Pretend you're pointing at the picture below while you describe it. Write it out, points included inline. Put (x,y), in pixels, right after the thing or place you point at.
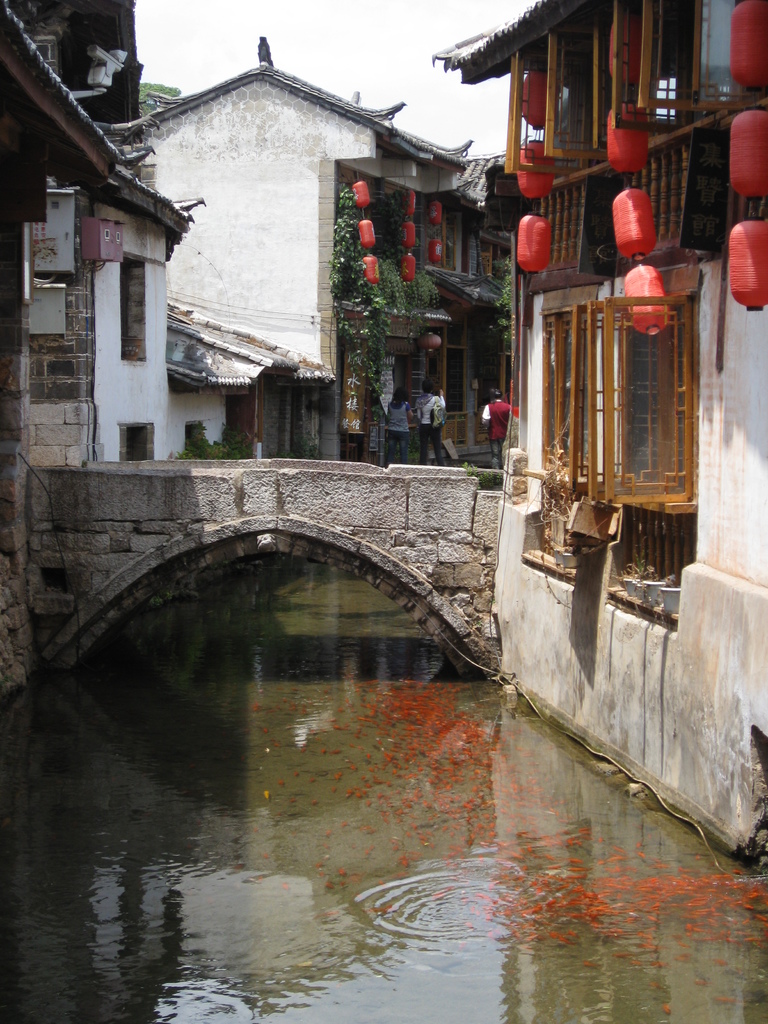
In the picture there is a bridge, there are fishes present in the water (310,653), there are buildings (142,382), there are people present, there is a clear sky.
